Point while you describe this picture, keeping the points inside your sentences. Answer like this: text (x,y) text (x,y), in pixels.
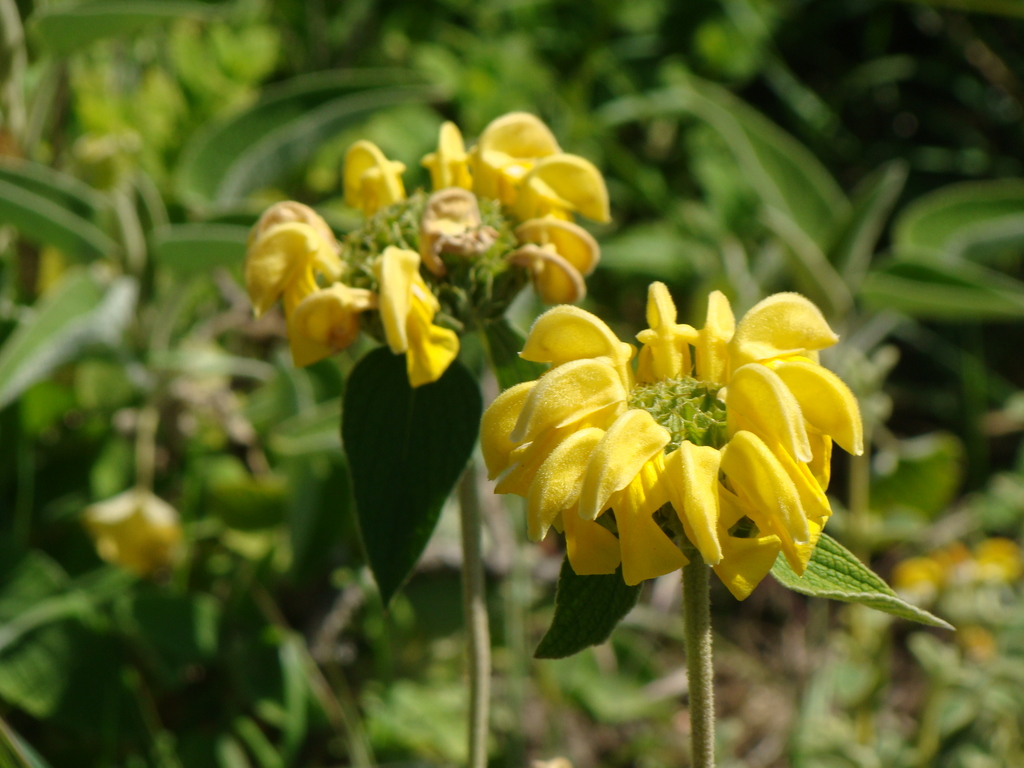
In this image I can see few flowers (615,417) which are yellow in color to a plant (463,288) which is green in color. In the background (488,579) I can see few plants (184,236) which are green in color and few flowers (923,582) which are yellow in color.
